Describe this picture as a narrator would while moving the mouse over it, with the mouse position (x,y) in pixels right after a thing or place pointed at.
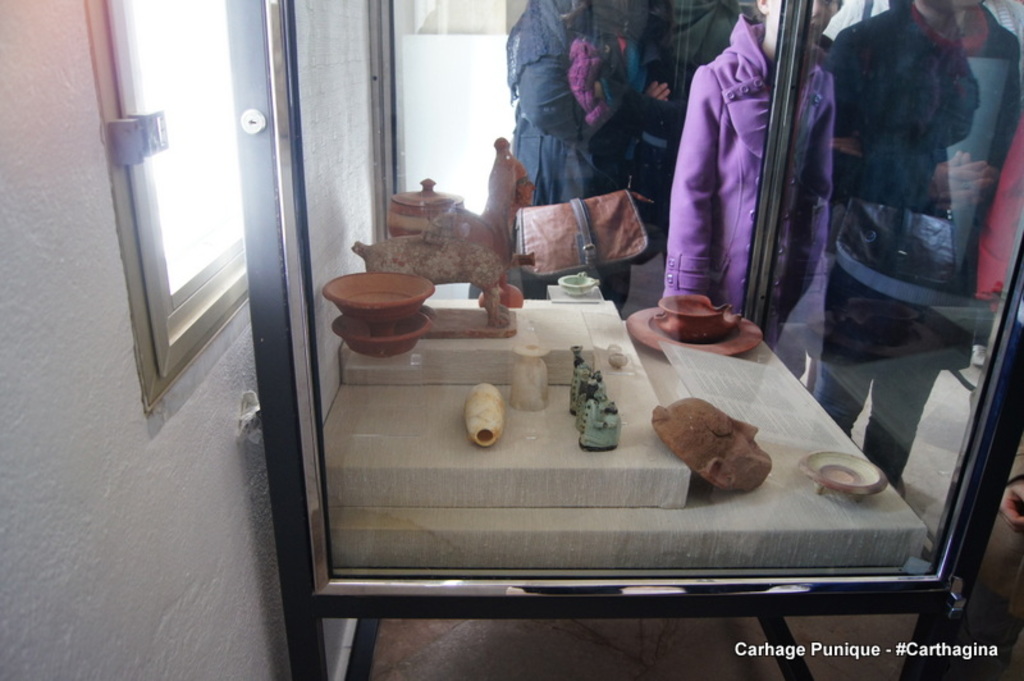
In this image there are a few objects (603,444) arranged and covered with glass (341,235) from four sides, in front of them there a few people (844,97) standing on the floor (715,628), at the bottom of the image (979,651) there is some text (857,646). On the left side of the image (129,446) there is a wall (109,291) with a window (132,197).
